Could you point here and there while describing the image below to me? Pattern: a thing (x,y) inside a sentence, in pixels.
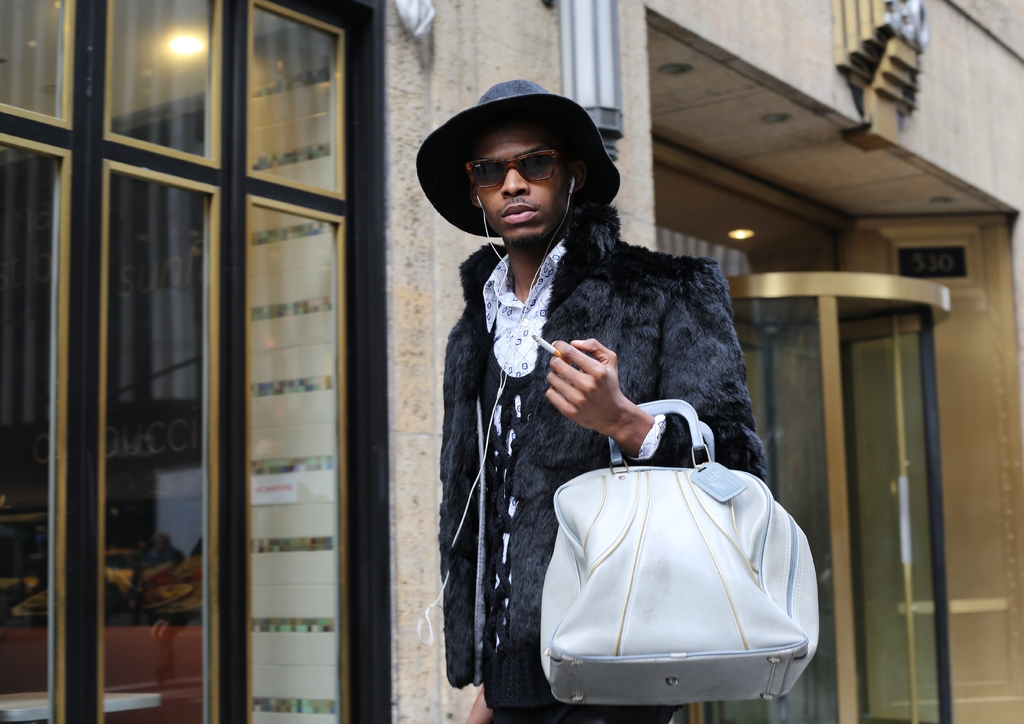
In the picture there is a man (617,174) standing, he is holding a handbag (713,641), with a cigarette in his hand (610,382), he has ear phones (486,229) and he is wearing a hat (557,115) in the backdrop (421,272) there is a wall (478,64) and there is a building (74,510) and there is a window (180,232) onto the left.
